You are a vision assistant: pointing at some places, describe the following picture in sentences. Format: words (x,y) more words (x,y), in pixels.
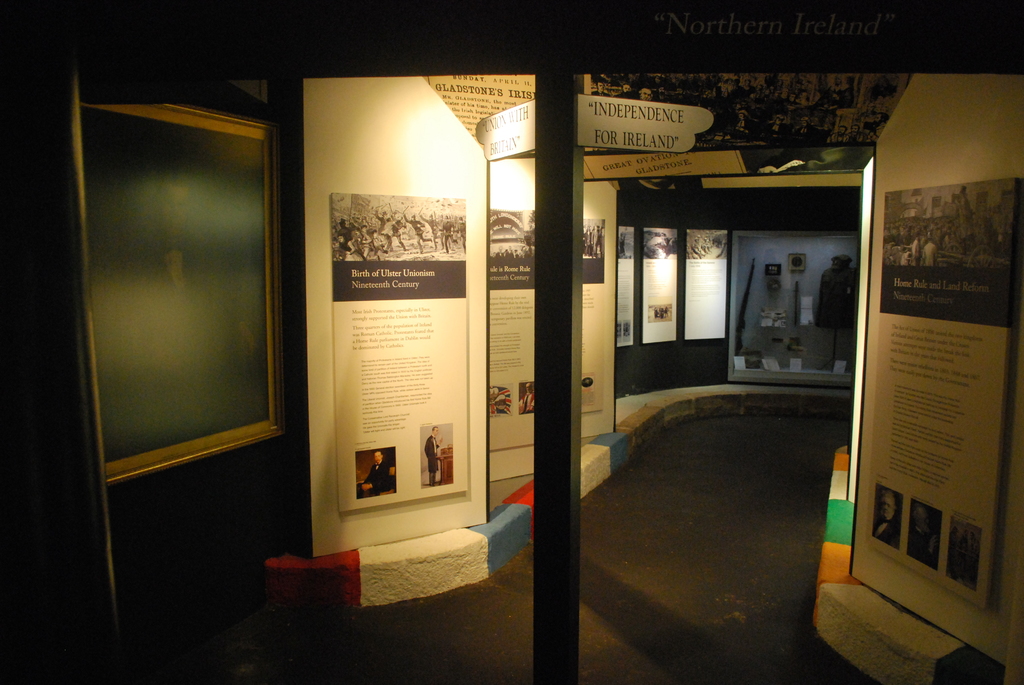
In this picture we can see an iron pole (558,335) on the floor (697,527), beside this floor (710,523) we can see posters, name boards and some objects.
